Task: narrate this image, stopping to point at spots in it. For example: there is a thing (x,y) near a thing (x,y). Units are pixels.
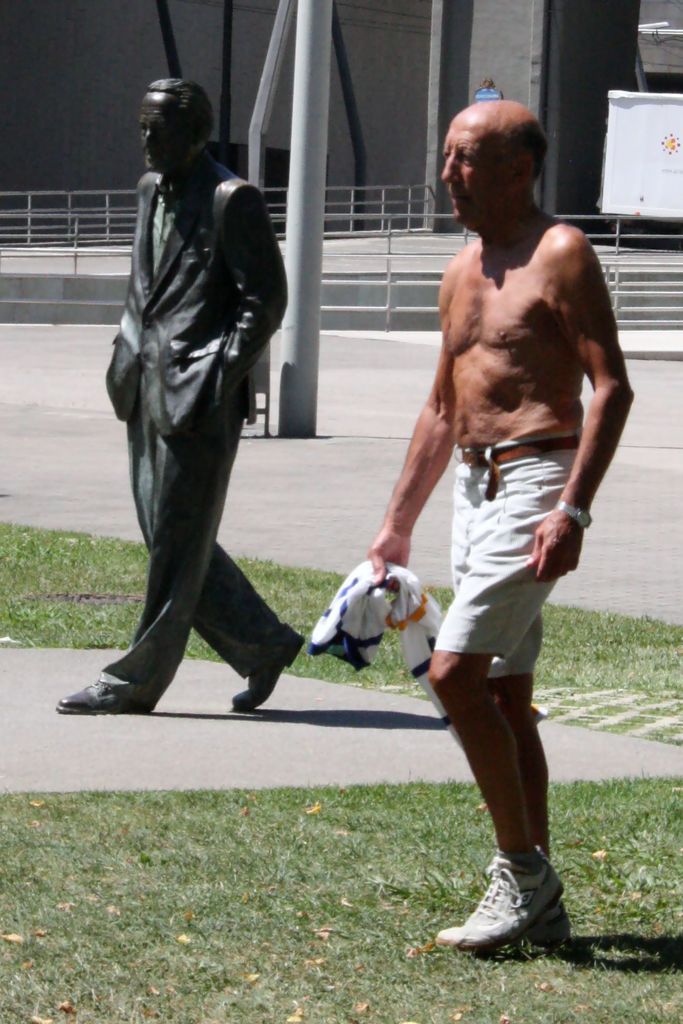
In this image I can see the person (496,569) standing on the ground (305,913). To the side I can see the statue (254,206) which is in black color. In the background (305,214) I can see the pole (288,308), railing (377,305), board (635,129) and the wall (155,66).
